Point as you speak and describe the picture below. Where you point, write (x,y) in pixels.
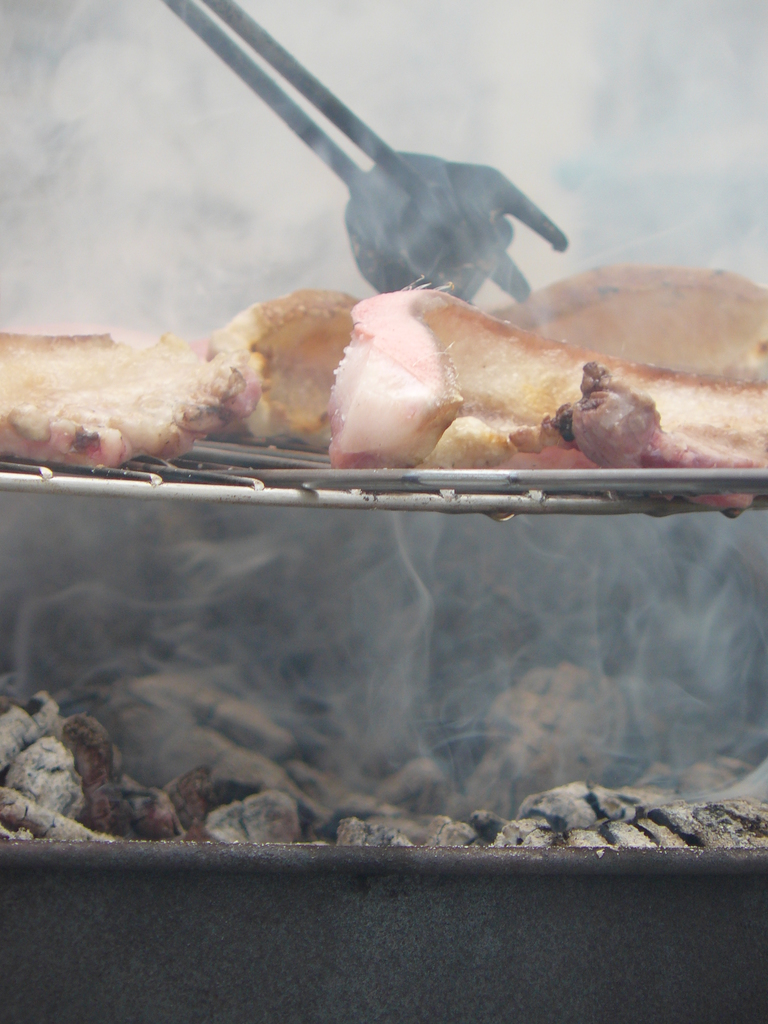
At the bottom of this image (452,942) there is a metal object (183,932) which consists of fire coals (323,768). At the top of it there is a metal frame (234,479) on which some food items (137,421) are placed. At the top of the image (328,100) there is a utensil (479,185).
